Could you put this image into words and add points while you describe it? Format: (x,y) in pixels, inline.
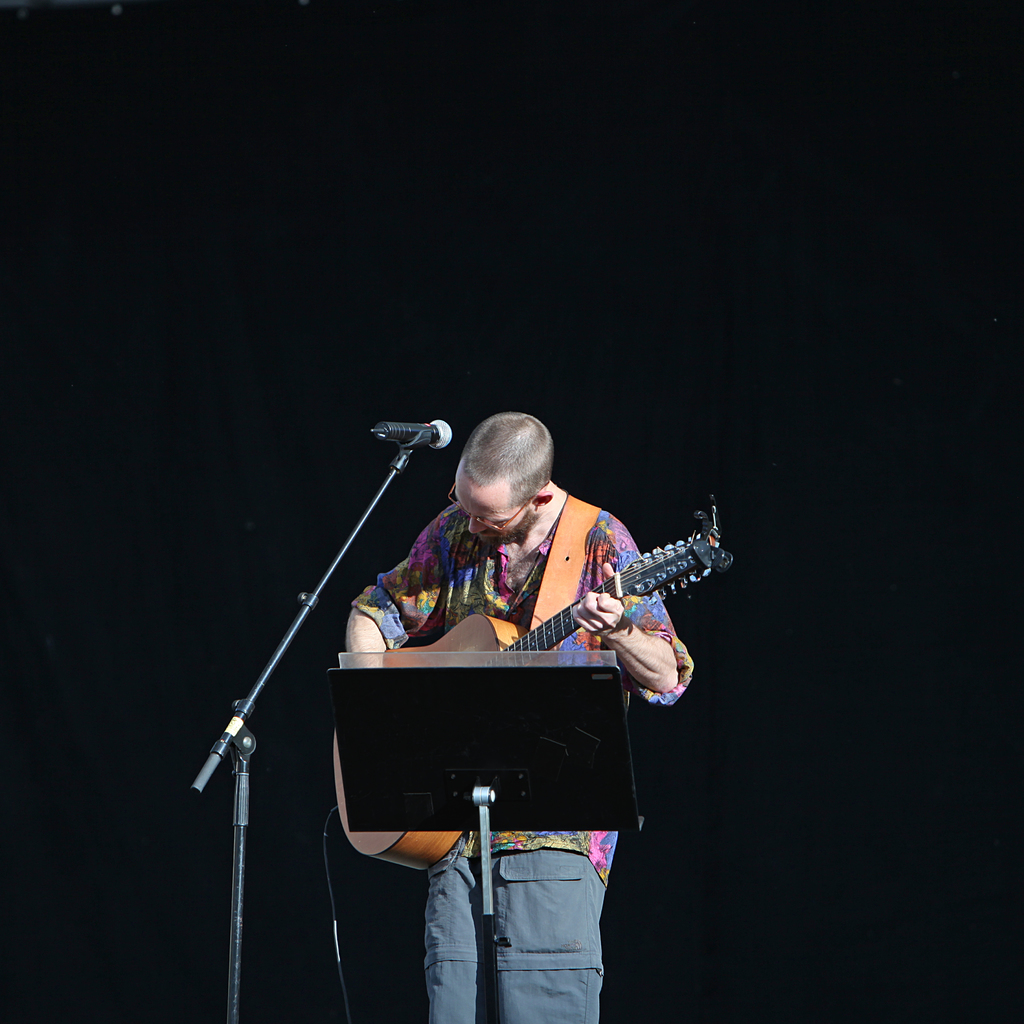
In the image we can see there is a man (521,442) who is standing and holding guitar (644,586) in his hand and in front of him there is mic (406,438) with a stand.
